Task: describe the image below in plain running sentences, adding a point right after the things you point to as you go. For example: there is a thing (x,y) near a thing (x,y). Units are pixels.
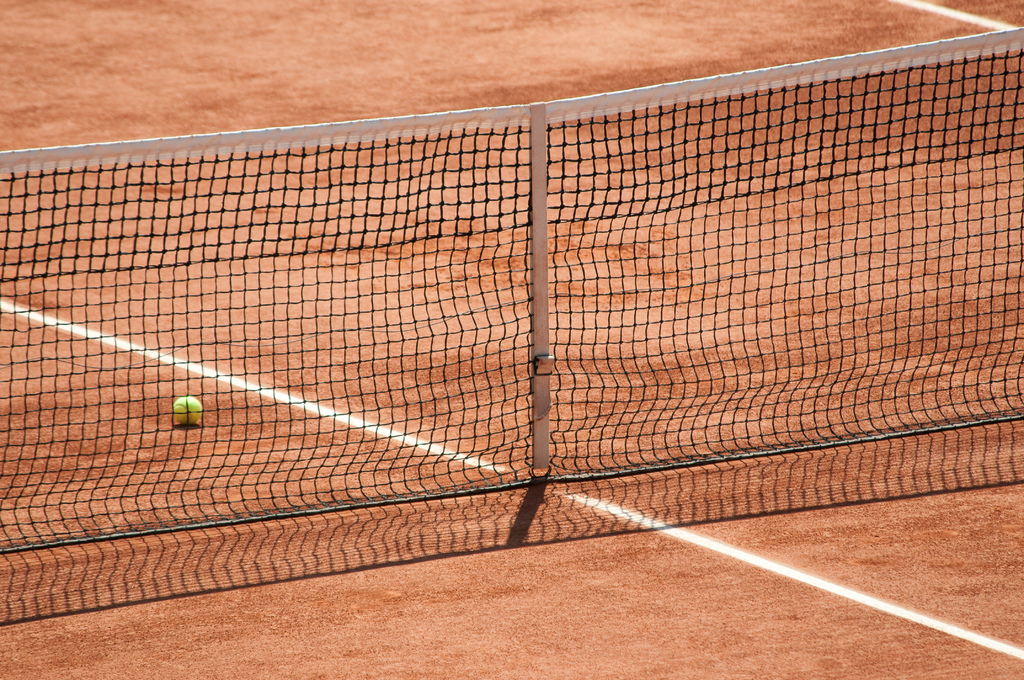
In this image we can see the net (279,229), ball (191,401) and also the ground (868,566).
